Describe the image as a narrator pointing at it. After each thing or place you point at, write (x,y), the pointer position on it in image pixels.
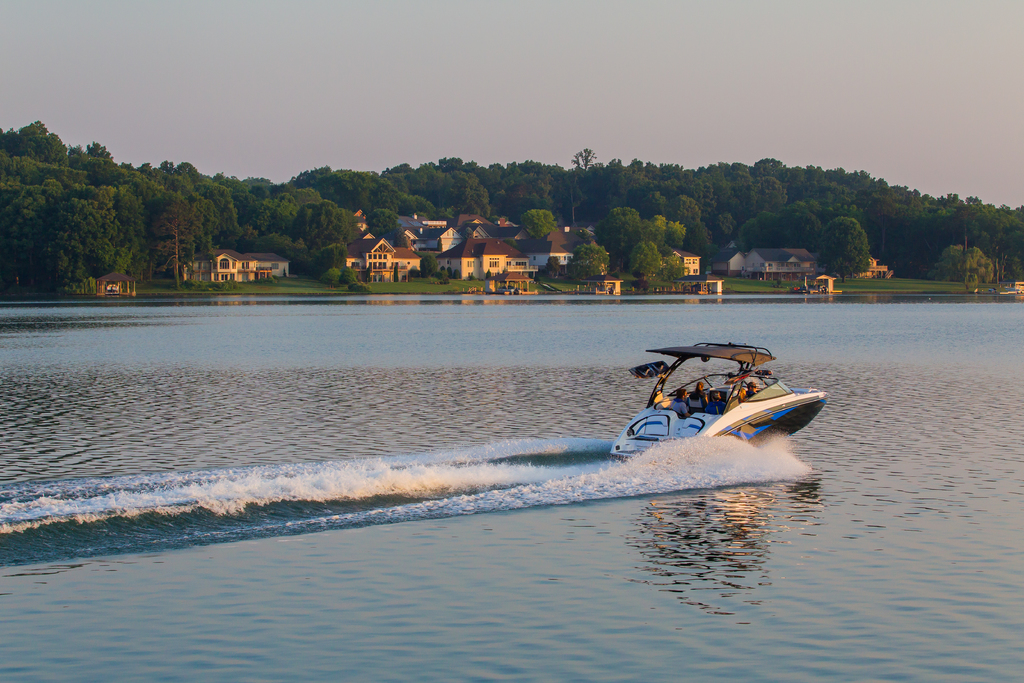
In this picture we can see a few people (712,392) on a boat (752,415). Waves (12,504) are visible in water (474,417). There are some trees (865,258) and houses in the background (60,233).
